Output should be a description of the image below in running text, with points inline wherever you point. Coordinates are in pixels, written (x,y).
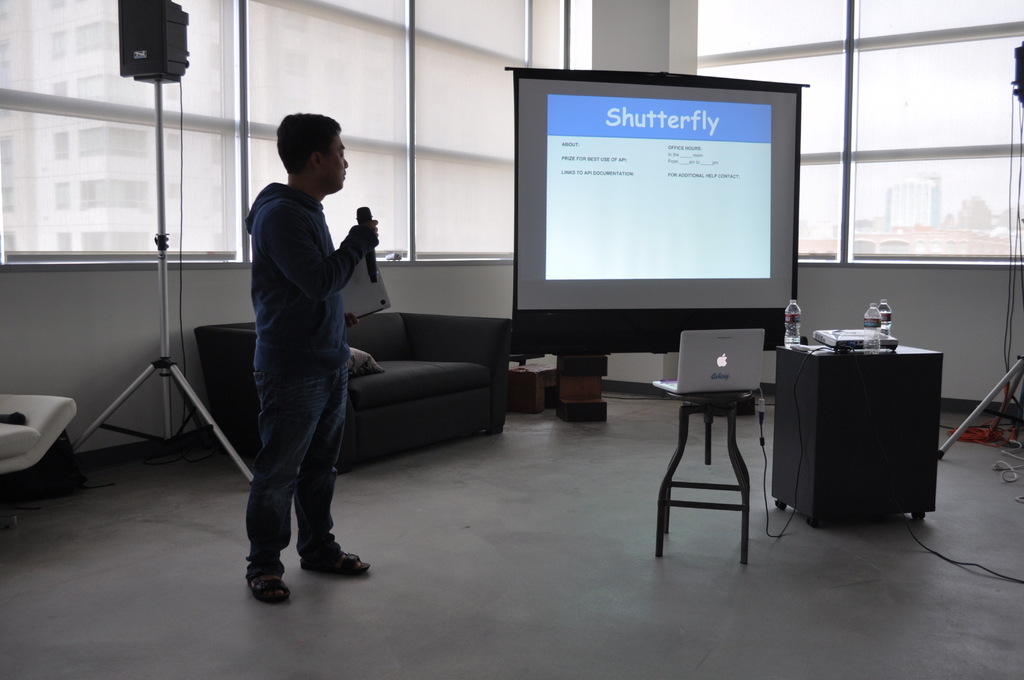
In this image I can see a man (299,409) is standing and I can see he is holding a mic (374,280) and an object (353,279). I can see he is wearing a hoodie (335,369), a jeans (338,401) and a footwear (315,564). On the right side of the image (738,467), I can see a table (805,488), a stool (702,401), a laptop (679,390), a projector (863,346) and three bottles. In the background (160,287) I can see two sofas (16,405), two stands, two speakers (172,40), windows (821,216), windows blinds (942,129), a projector screen (649,177) and on it I can see something is written. I can also see number of buildings (142,151) through the windows (969,87).
